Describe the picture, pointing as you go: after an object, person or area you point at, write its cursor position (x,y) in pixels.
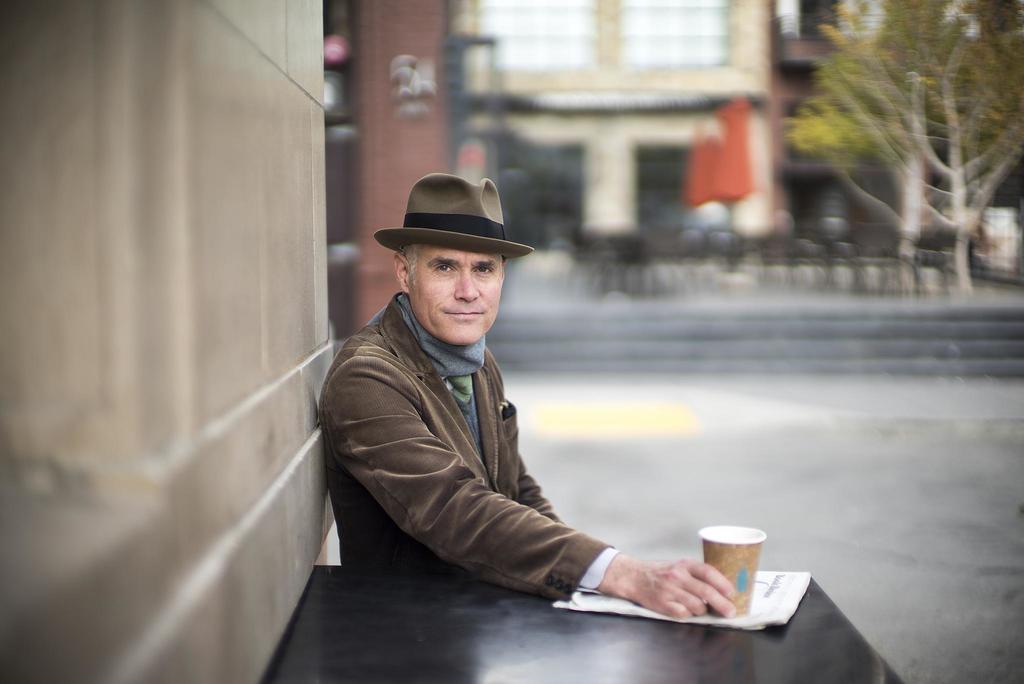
In this picture we can see a person (368,533), here we can see a table (388,571), glass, paper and in the background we can see trees (914,161), buildings (755,29).
